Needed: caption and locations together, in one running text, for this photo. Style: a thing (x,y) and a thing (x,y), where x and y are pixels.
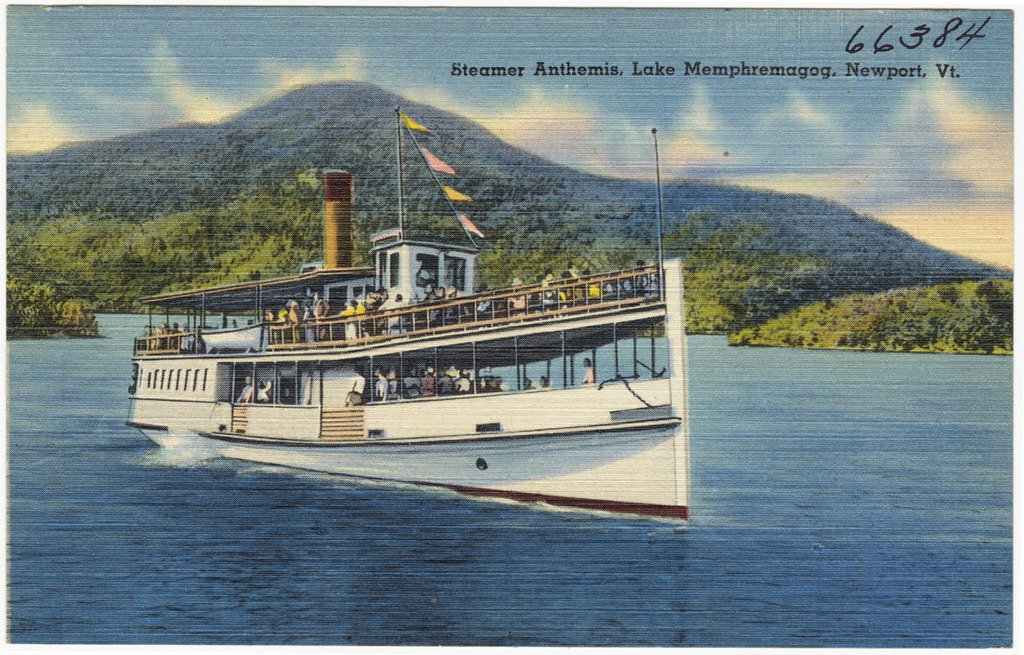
This picture is consists of a portrait (286,266), which includes a big ship (630,321) on the water (74,577) and there are trees (452,231) in the image.
